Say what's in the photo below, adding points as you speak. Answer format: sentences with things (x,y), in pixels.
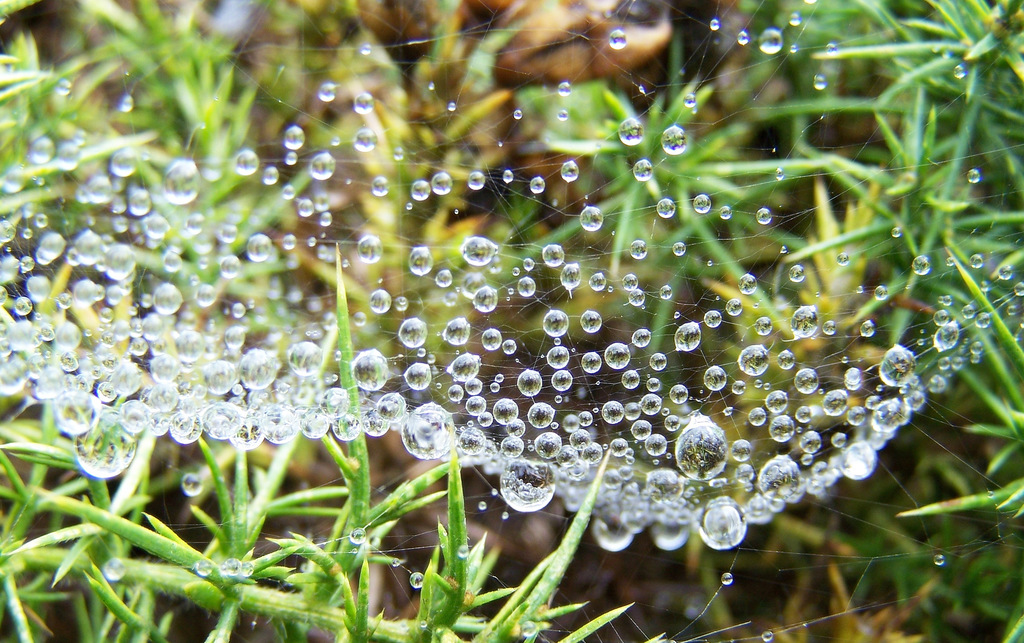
In the image we can see there are water droplets (720,461) on the spider web (545,328) and there are plants (351,142). Behind the image is blurred.
